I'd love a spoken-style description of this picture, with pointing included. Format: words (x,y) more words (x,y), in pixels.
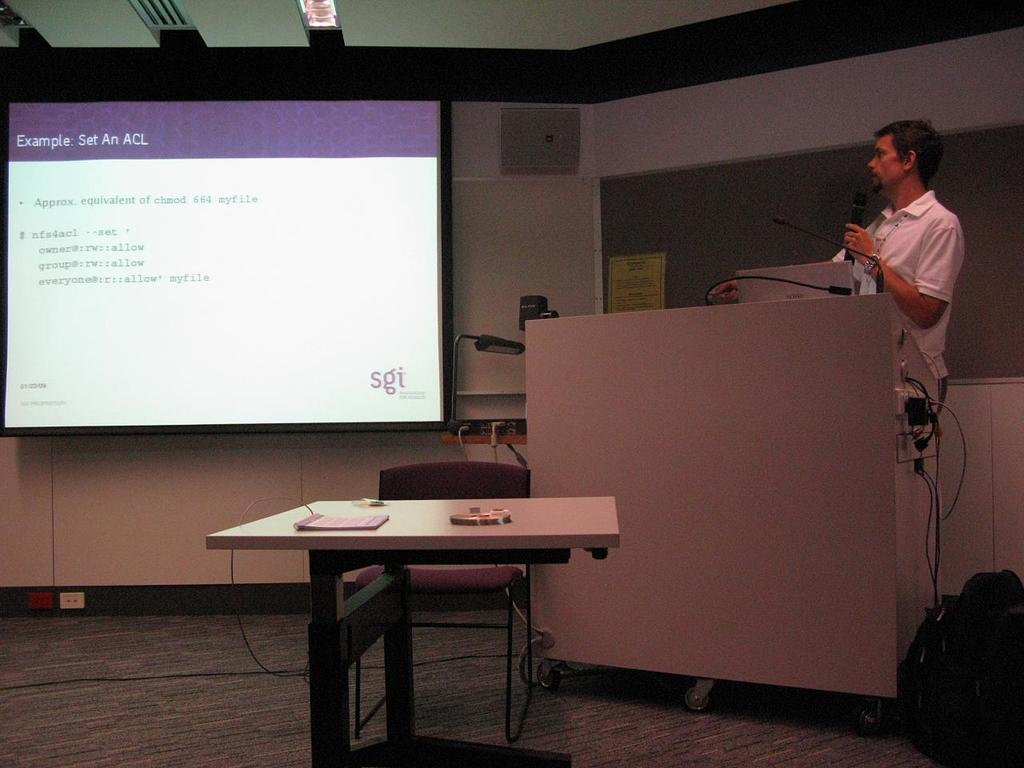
In this image I can see a table (331,562) in the center (417,512) on which there are few items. A person (898,186) is standing on the right (907,252), holding a microphone (861,204) and there is a laptop (745,274) on a desk (749,425). There is a board (1011,215) behind him. There is a projector display (131,302) on the left (180,223).
